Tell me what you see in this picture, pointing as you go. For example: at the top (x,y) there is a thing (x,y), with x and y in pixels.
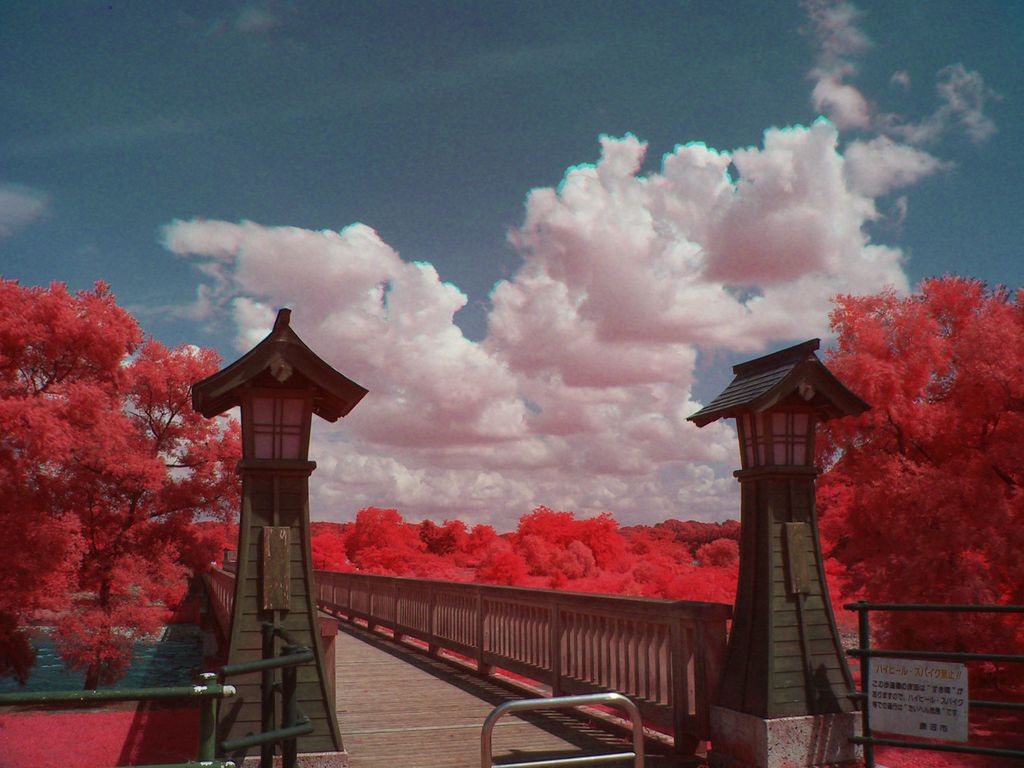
In the middle of the image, there is a bridge (355,665) having fences (369,597) on both sides. This bridge (383,599) is built on the water (198,638). On both sides of this bridge (366,678), there are trees (17,651). In the background (547,586), there are trees (733,522) and there are clouds (425,284) in the sky (318,30).
